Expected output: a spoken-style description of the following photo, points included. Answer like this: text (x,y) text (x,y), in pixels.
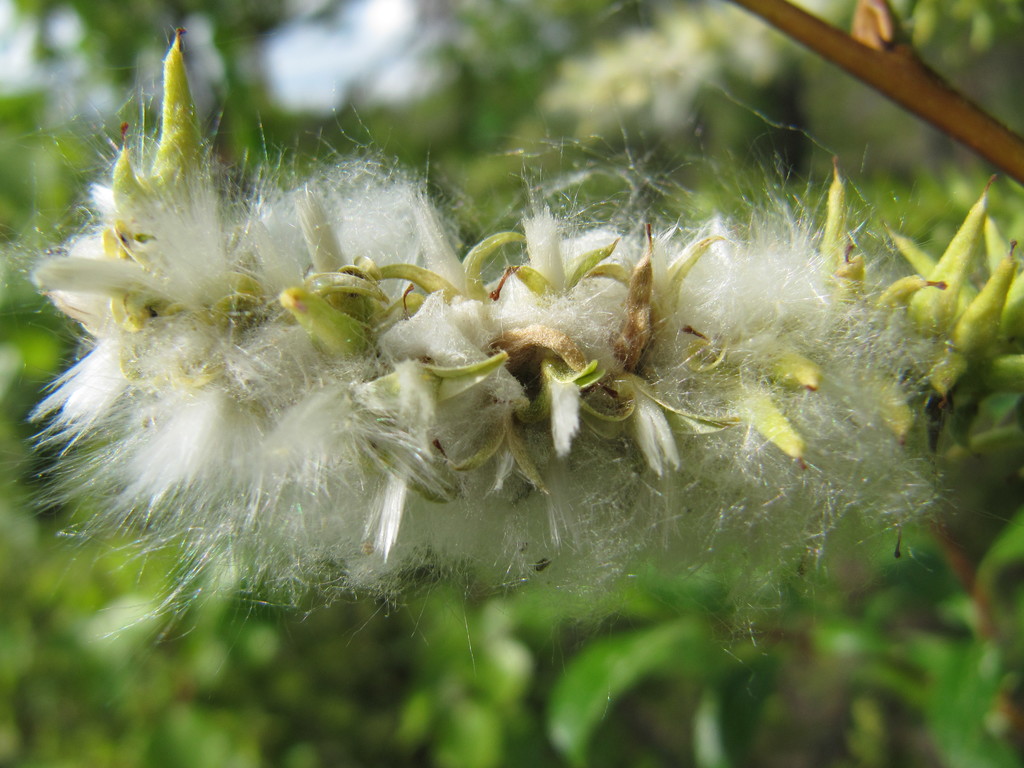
In this image I can see a white color thing (593,328). The background of the image is blurred.
